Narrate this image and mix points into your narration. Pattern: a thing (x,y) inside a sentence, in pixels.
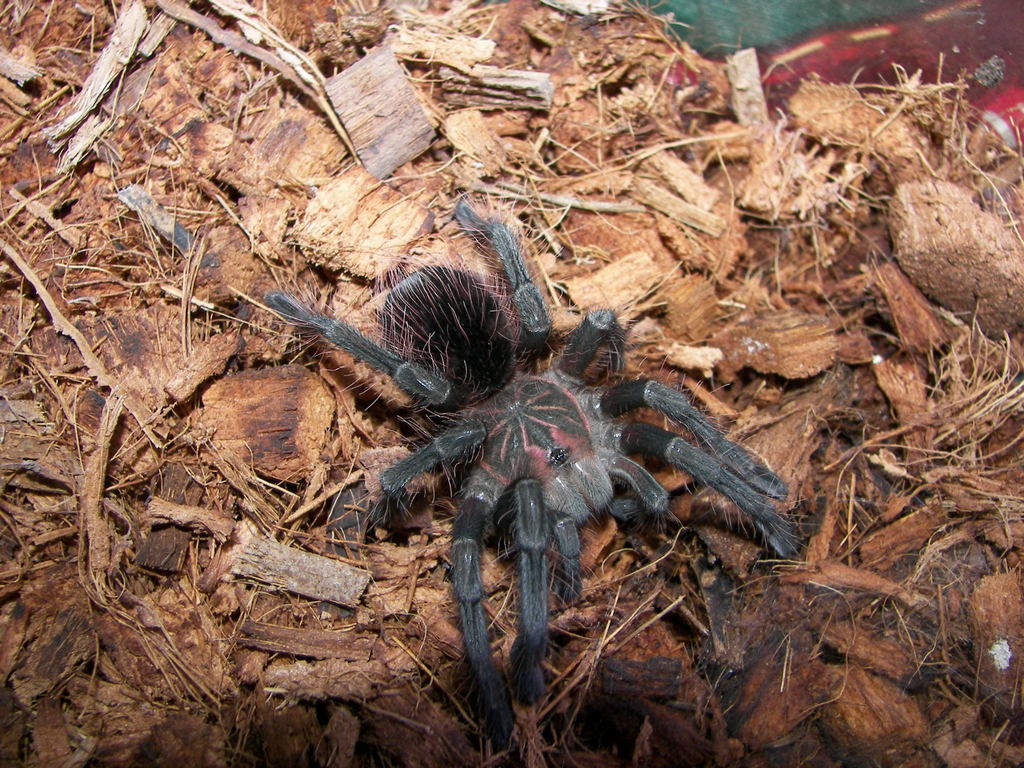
In the image there is an insect (542,423) on the surface (663,195) of dry grass (964,475) and wooden pieces (1013,277).
